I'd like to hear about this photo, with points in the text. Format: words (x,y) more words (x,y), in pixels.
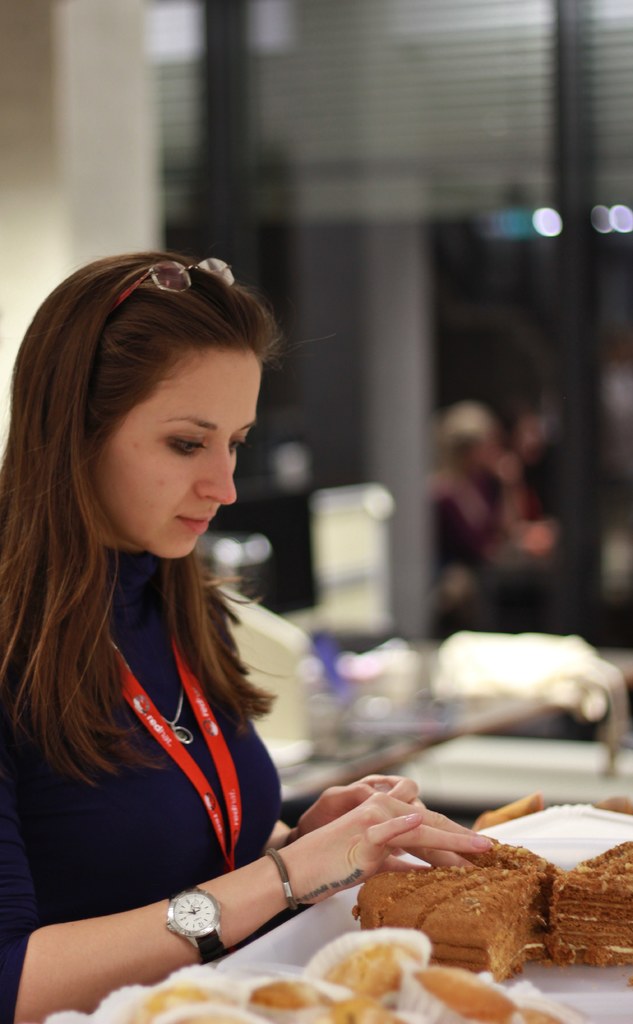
In this picture, we see a woman (216,846) in the blue dress (136,856) is wearing the red ID card (217,771). In front of her, we see a white table (275,963) or a tray (279,954) on which the cupcakes (488,1017) and a cake (451,916) are placed. Beside her, we see the objects (366,651) in white color. In the background (475,411), we see a person (514,507) is sitting. Beside him, we see a wall (348,341) in grey color. On the left side (36,146), we see a wall (53,128) in white color. This picture is blurred in the background (358,641).
